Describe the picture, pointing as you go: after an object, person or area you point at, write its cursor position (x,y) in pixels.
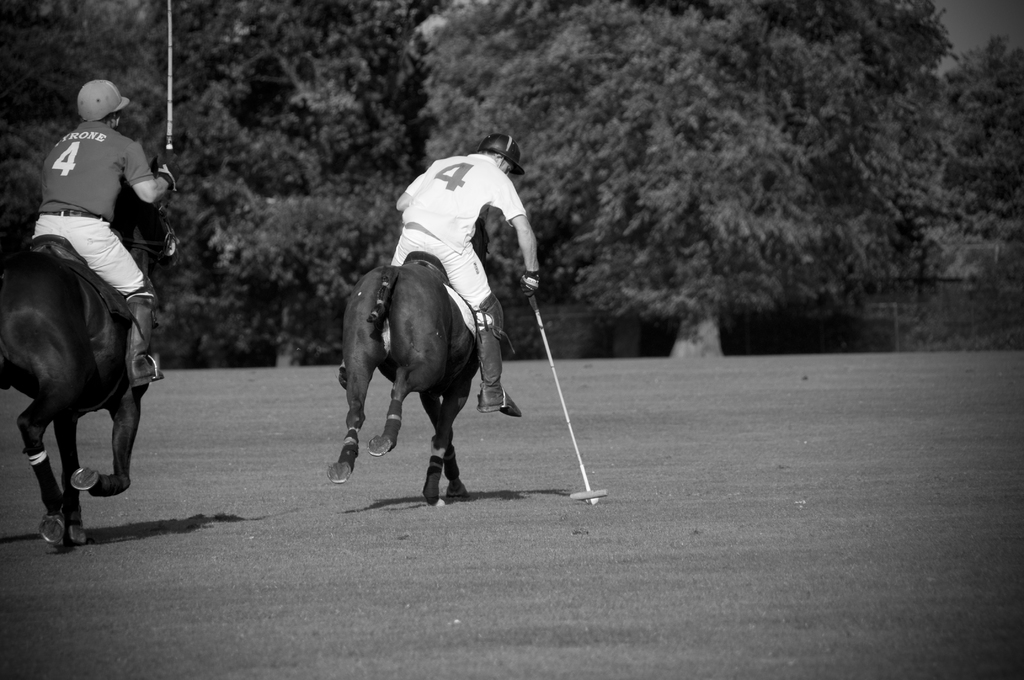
In this picture we can see a ground (527,505) where two men (464,269) sitting on animals (65,305) and riding. They both wore caps (94,112). These are trees (608,151) and it is a black & white picture.
